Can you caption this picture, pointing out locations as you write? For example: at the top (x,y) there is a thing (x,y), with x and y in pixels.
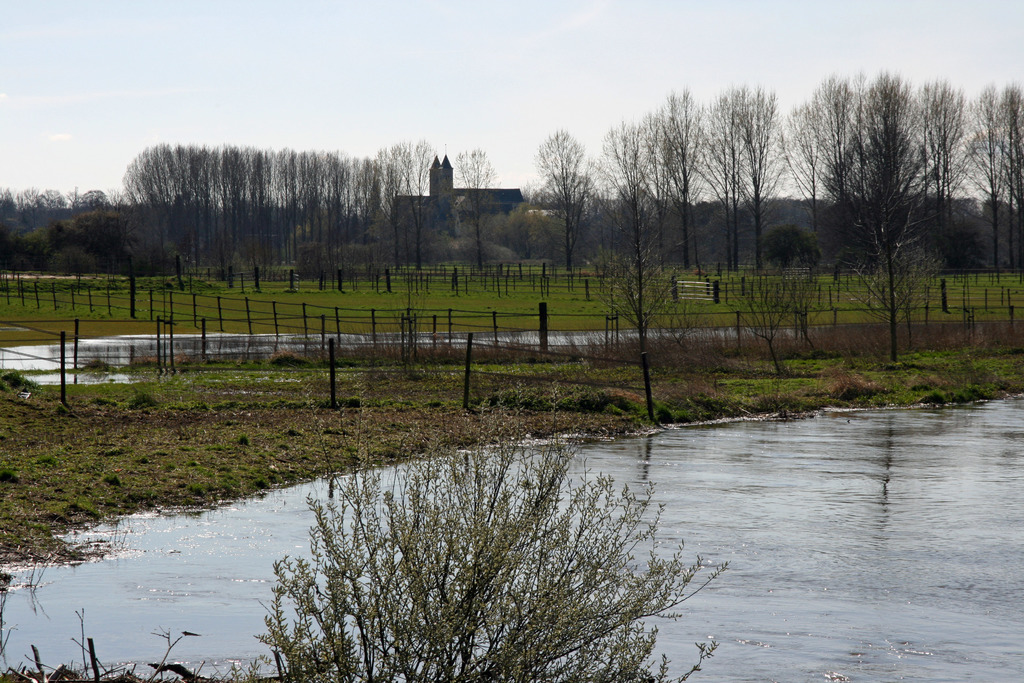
This is the picture of a place where we have a lake (819,669) and around there are some trees (743,258), plants (899,343), grass (904,316), poles (330,395) and some fencing (330,395) to the side.
